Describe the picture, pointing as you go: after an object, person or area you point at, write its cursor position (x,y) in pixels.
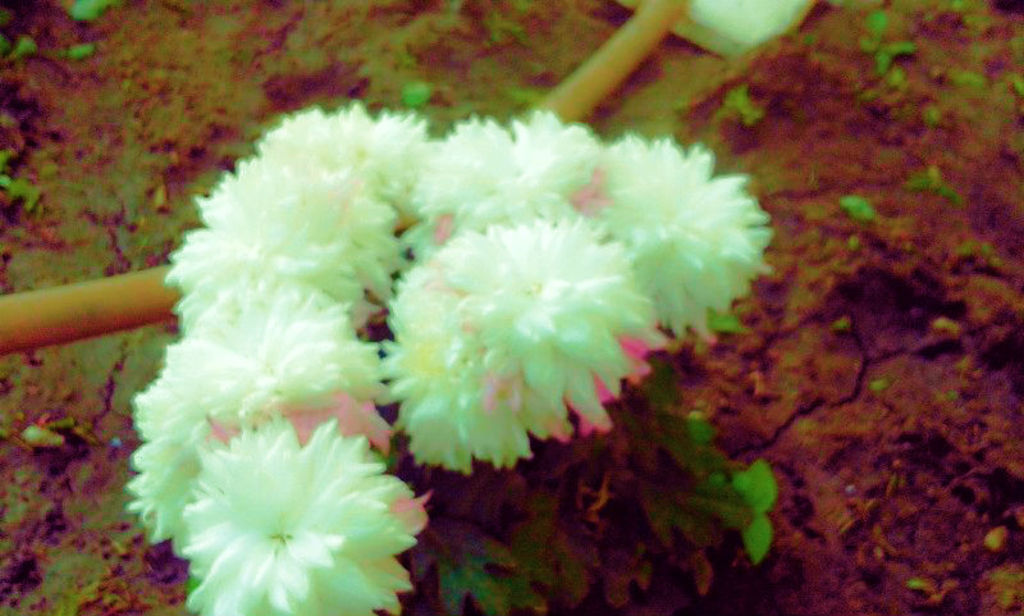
Here we can see flowers (573,249) and this is ground (874,580).
